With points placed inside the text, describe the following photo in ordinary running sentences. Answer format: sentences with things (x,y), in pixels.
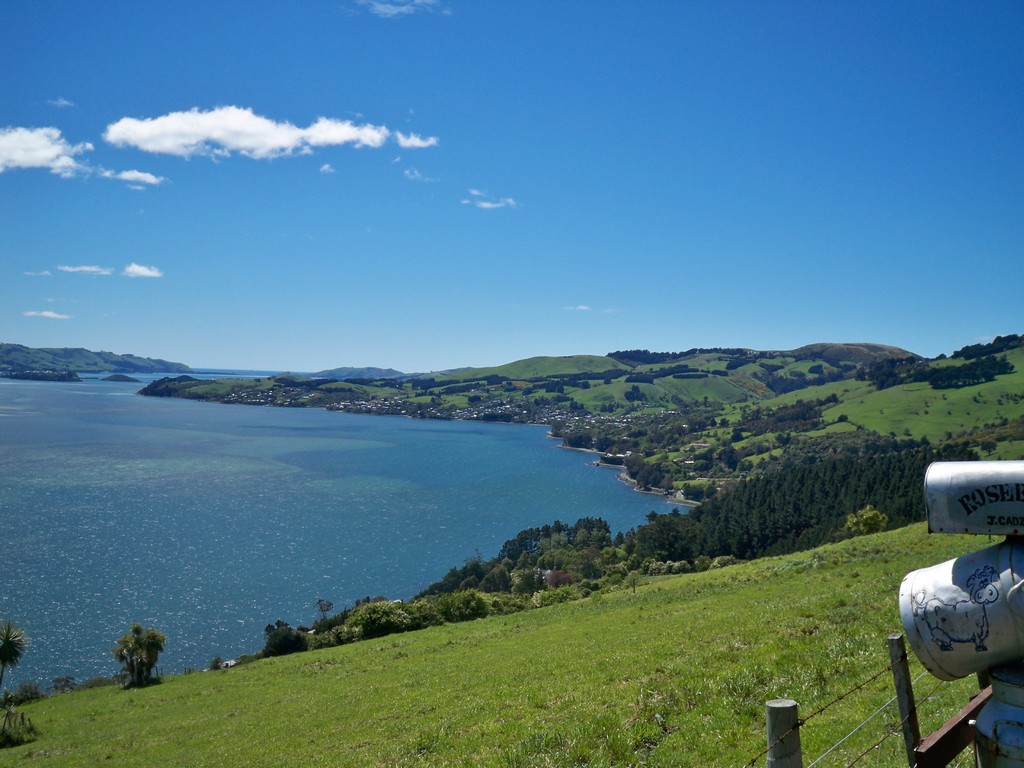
In this picture there are few objects (980,577) in the right corner (966,629) and there is a fence (901,689) in front it and there is a greenery ground (675,676) beside it and there are few trees (778,498), buildings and water (318,454) in the background (336,473).
